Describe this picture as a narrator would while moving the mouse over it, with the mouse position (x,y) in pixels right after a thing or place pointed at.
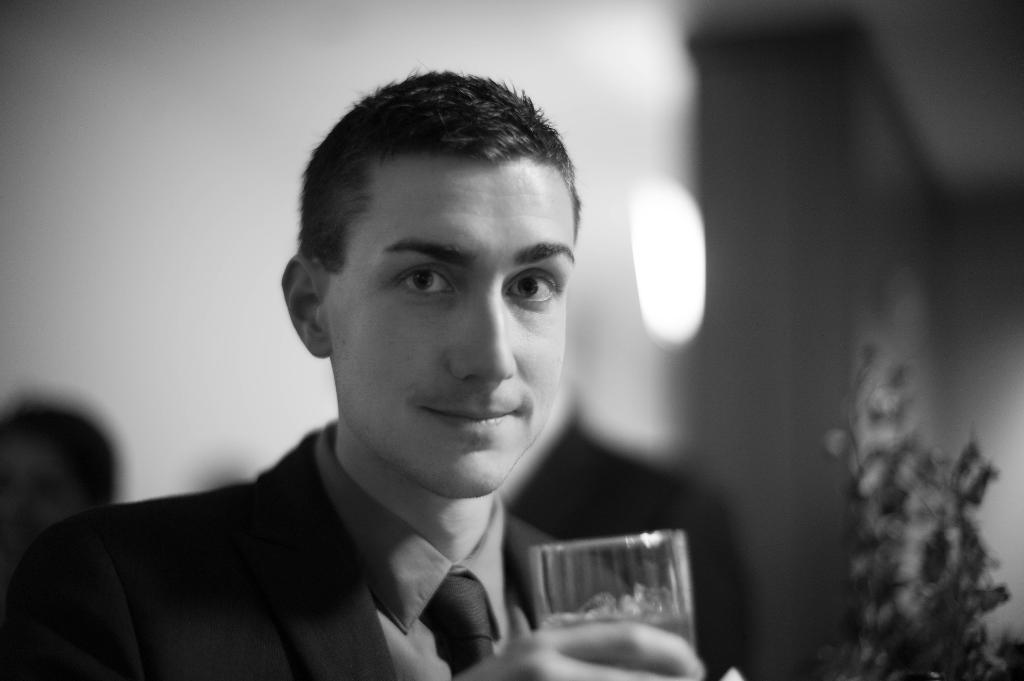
In this image I can see a person (428,328) holding glass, at right (871,485) I can see a plant (855,461), at the background (198,223) I can see a wall (145,255) and the image is in black and white.
